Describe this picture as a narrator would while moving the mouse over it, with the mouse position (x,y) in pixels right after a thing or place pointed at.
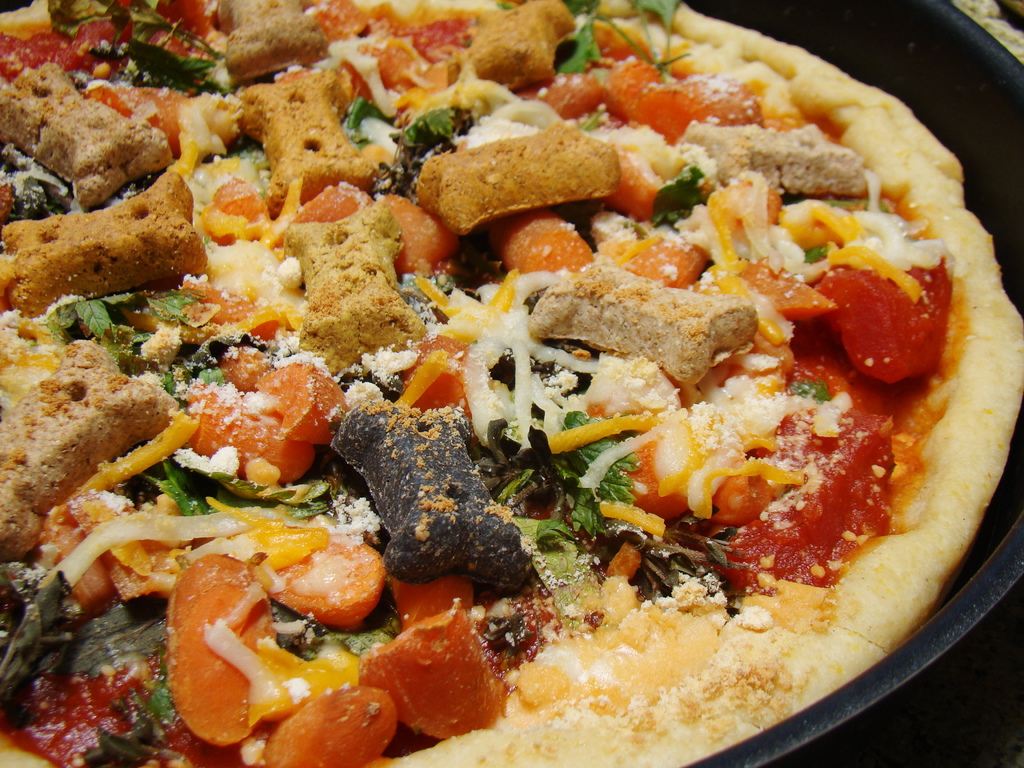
In the picture we can see pizza (381,442) which is in pan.
